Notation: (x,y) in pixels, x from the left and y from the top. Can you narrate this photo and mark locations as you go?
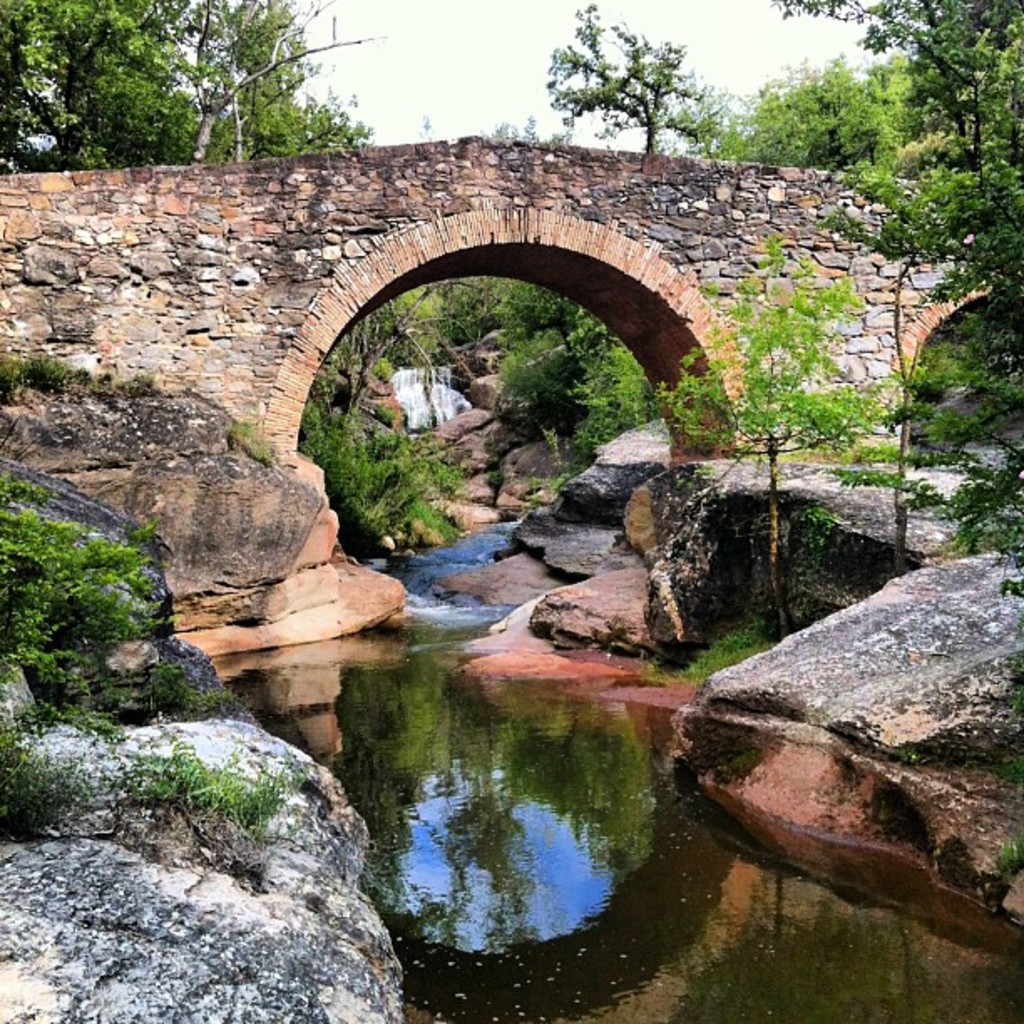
At the bottom of the picture (570,844), we see water (491,879). On either side of the picture, we see the rocks (770,708) and grass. On the right side (807,413), we see the trees (949,81). In the middle of the picture (454,392), we see the arch bridge (567,242) and we see the waterfalls (440,389). There are trees (376,351) in the background (709,150). At the top (495,29), we see the sky (535,83).
